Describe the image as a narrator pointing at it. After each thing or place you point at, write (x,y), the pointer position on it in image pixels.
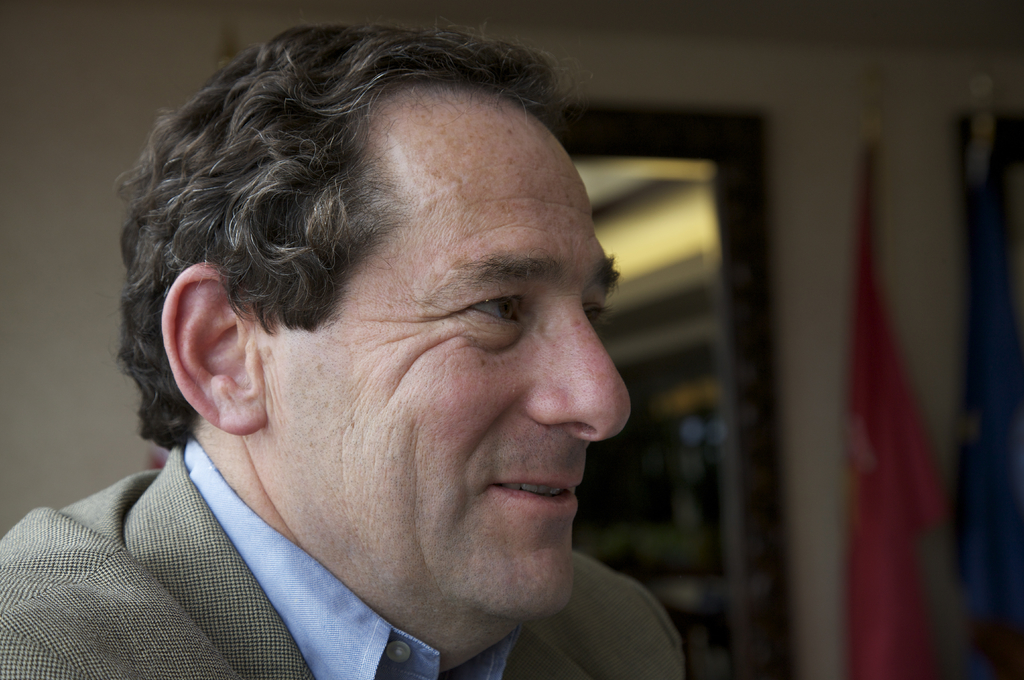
This image consists of a man (410,550) wearing a suit (257,609) and blue shirt (307,615). In the background (722,129), there is a wall (258,23) along with a window (744,368). To the right (863,240), there are clothes (998,560) hanged to the wall (953,538).
